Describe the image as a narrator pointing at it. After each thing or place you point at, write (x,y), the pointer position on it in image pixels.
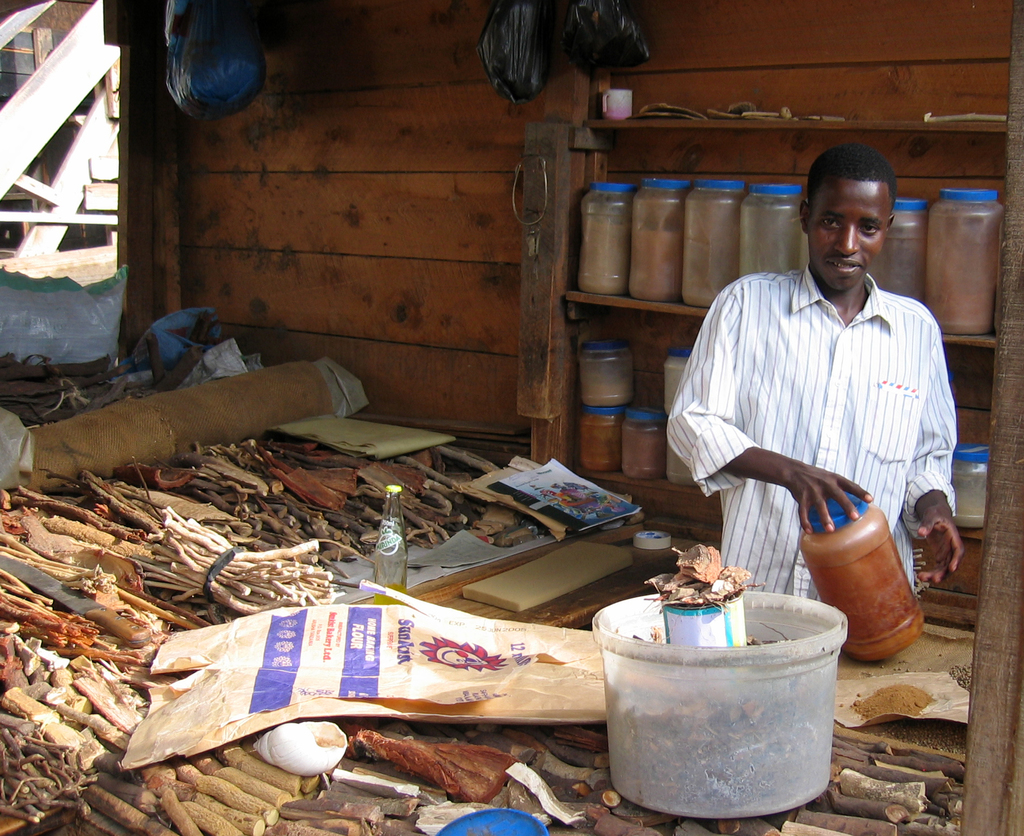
In this image in the right (836,359) a man (838,293) is standing wearing white shirt (840,324). Behind him there are bottles (624,397) on a rack (795,121). In front of him there are many sticks (130,604), knife (98,604), packet (303,642), container (679,697), shell (310,725) and few other things (541,507) are there. In the background (340,189) there is wall (344,164). On the top (236,53) there are packets (260,53).
